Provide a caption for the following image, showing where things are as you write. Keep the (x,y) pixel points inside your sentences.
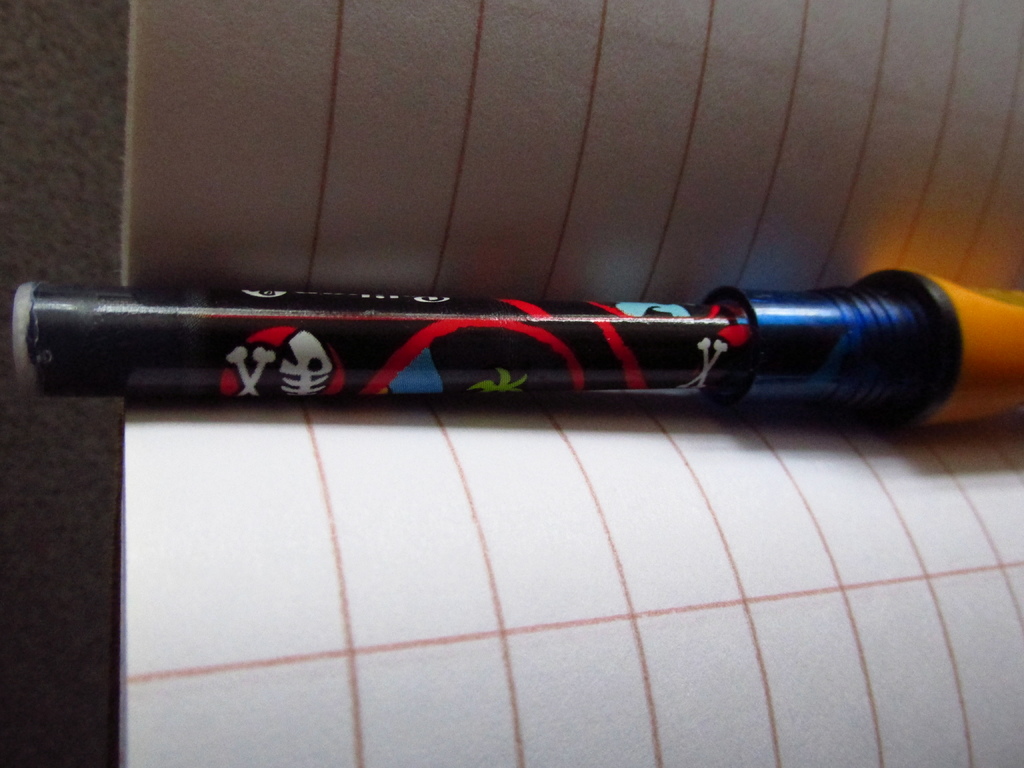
In the foreground of this picture (480,332), there is a marker (640,354) in the middle of a book (315,410).
